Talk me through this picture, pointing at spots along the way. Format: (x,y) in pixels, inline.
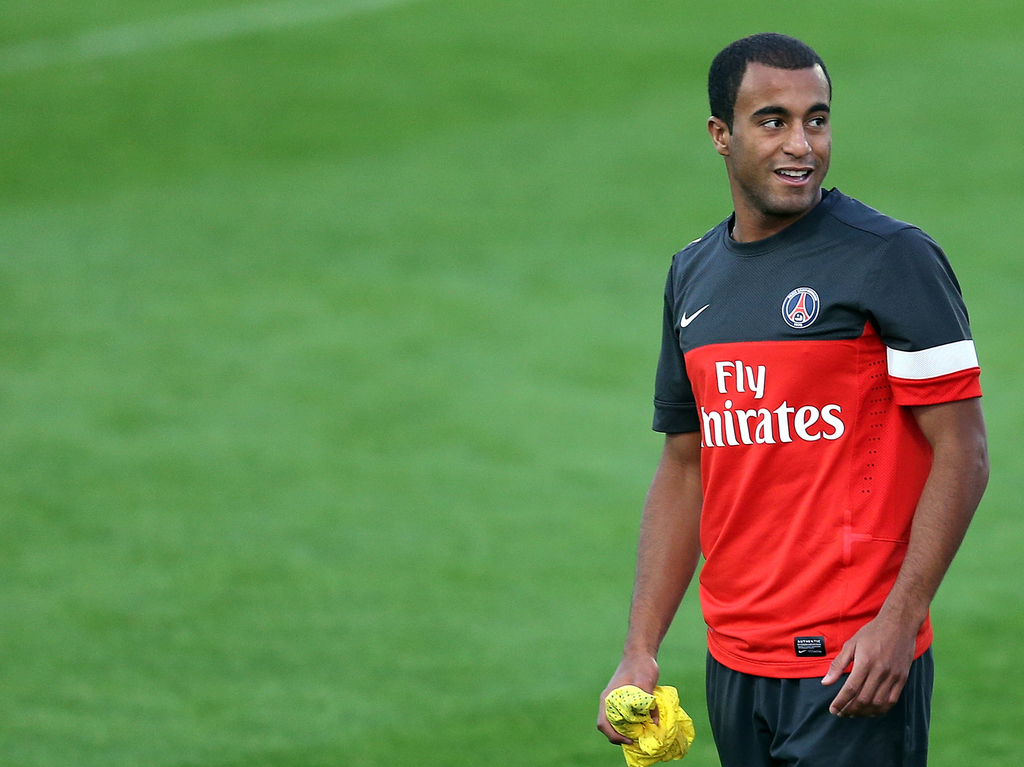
In this picture we can see a man (666,538) holding a cloth (686,731) in his hand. We can see some grass (547,310) on the ground (392,338).
